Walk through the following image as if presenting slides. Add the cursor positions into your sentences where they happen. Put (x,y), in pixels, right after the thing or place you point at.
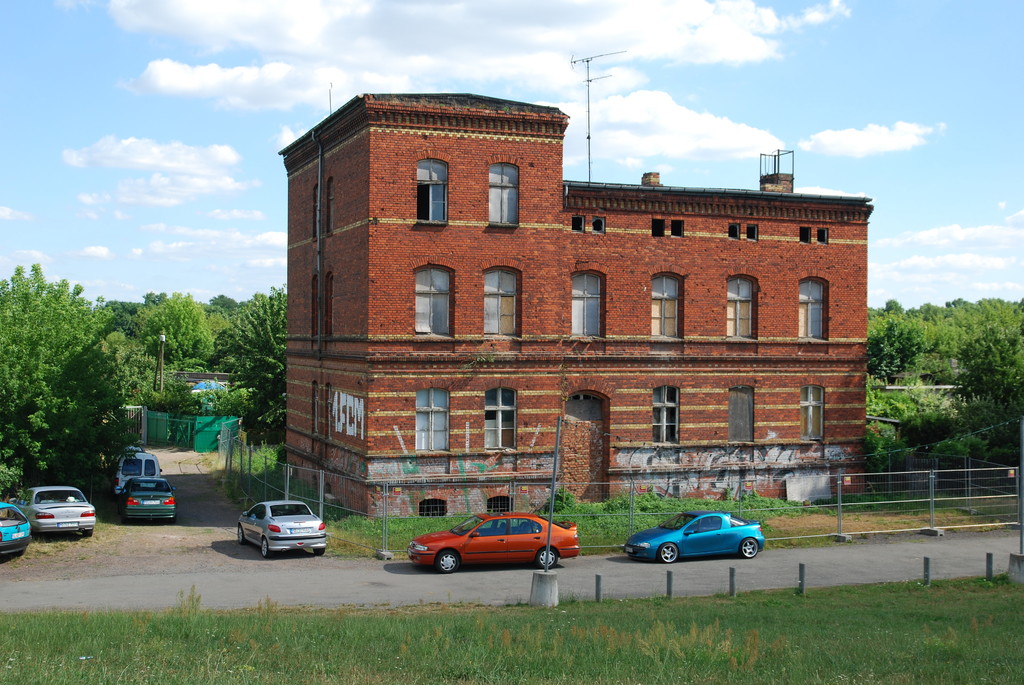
This is a building (611,341) with the windows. These are the cars (712,549), which are parked. I think this is the fence (742,507). At the bottom of the image (361,640), I can see the grass (638,675). This looks like a pole (552,596). These are the trees (168,331). I can see the clouds (660,12) in the sky (452,35). I can see another pole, which is at the top of the building (588,183). This looks like a pipe (321,180), which is attached to a building wall (340,231).
